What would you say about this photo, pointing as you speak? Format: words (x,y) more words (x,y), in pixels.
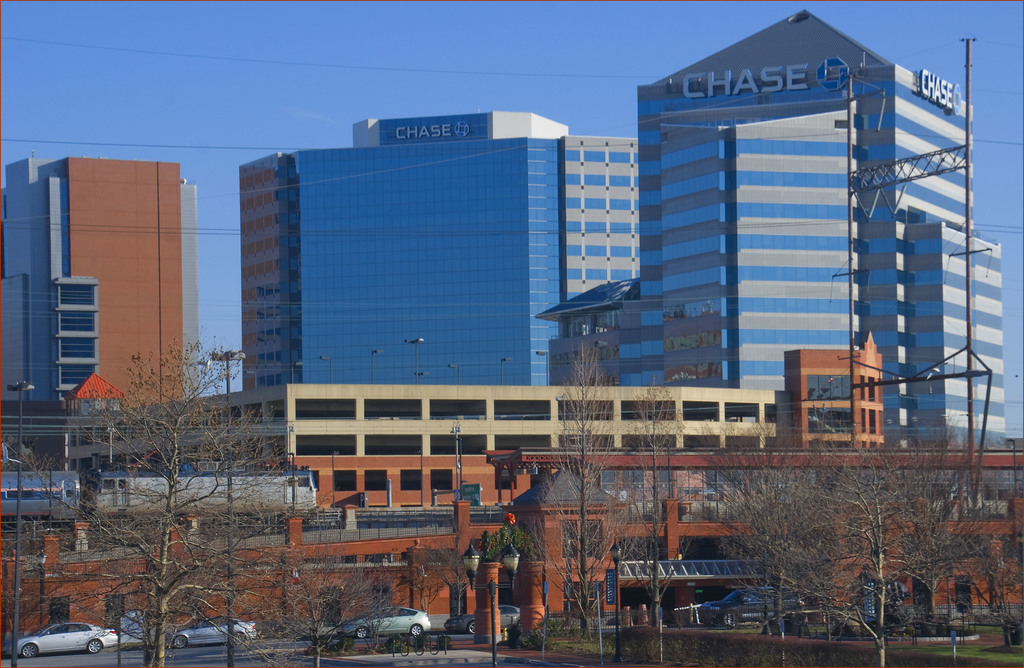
These are the buildings (448,257) with the glass doors (714,309). I can see the name boards (721,84), which are at the top of the building (442,126). These are the cars (389,627) on the road (134,652). I can see the trees (820,601). I think this is a street light (491,626). This looks like a current pole (949,171). Here is the sky (483,6). I can see a train (232,489) on the railway track (328,516).
